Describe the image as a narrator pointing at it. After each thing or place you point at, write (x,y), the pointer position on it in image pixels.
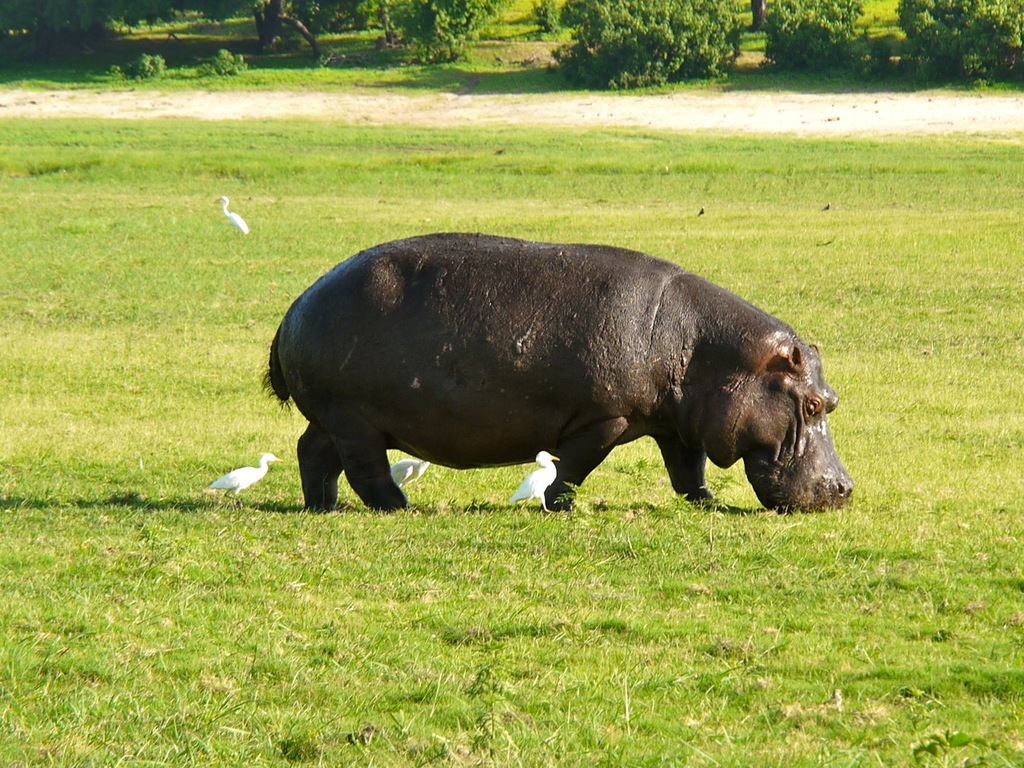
In this picture we can see a hippopotamus (584,360) and birds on the grass (793,586), in the background (480,11) we can see trees (684,40).
